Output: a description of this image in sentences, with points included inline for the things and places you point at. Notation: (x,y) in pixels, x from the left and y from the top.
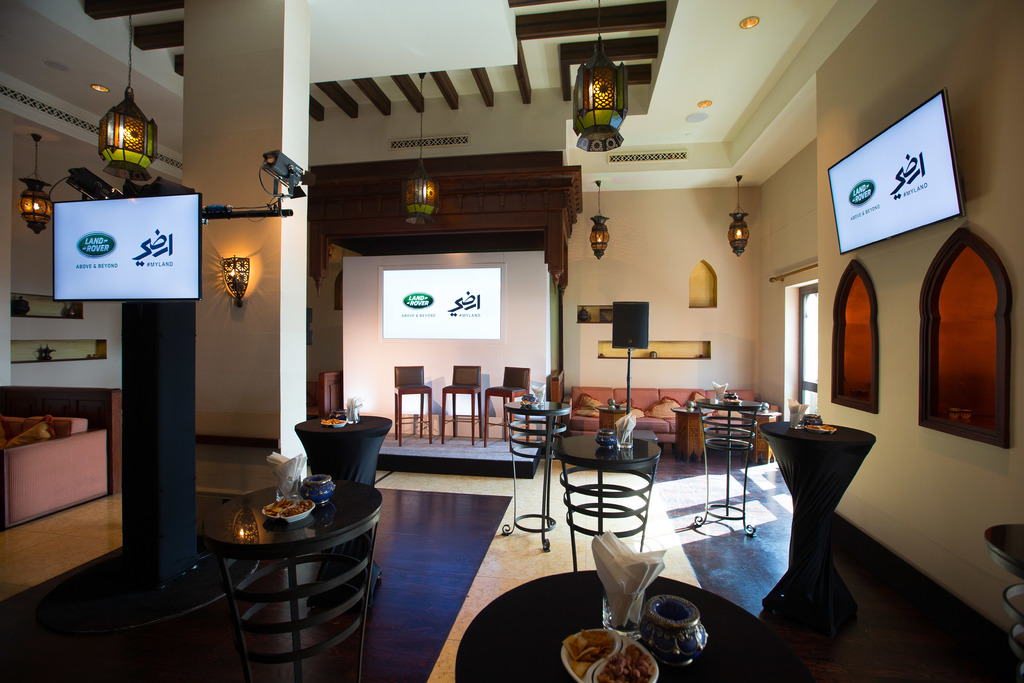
In this image I can see tables (707,610), chairs (455,390) and some other objects (482,462) on the floor (527,525). In the background (867,209) I can see lights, TV screens (879,191), lights (733,234) and some other objects (493,217) attached to the wall (602,294). On the tables (543,400) I can see some objects (543,400).
